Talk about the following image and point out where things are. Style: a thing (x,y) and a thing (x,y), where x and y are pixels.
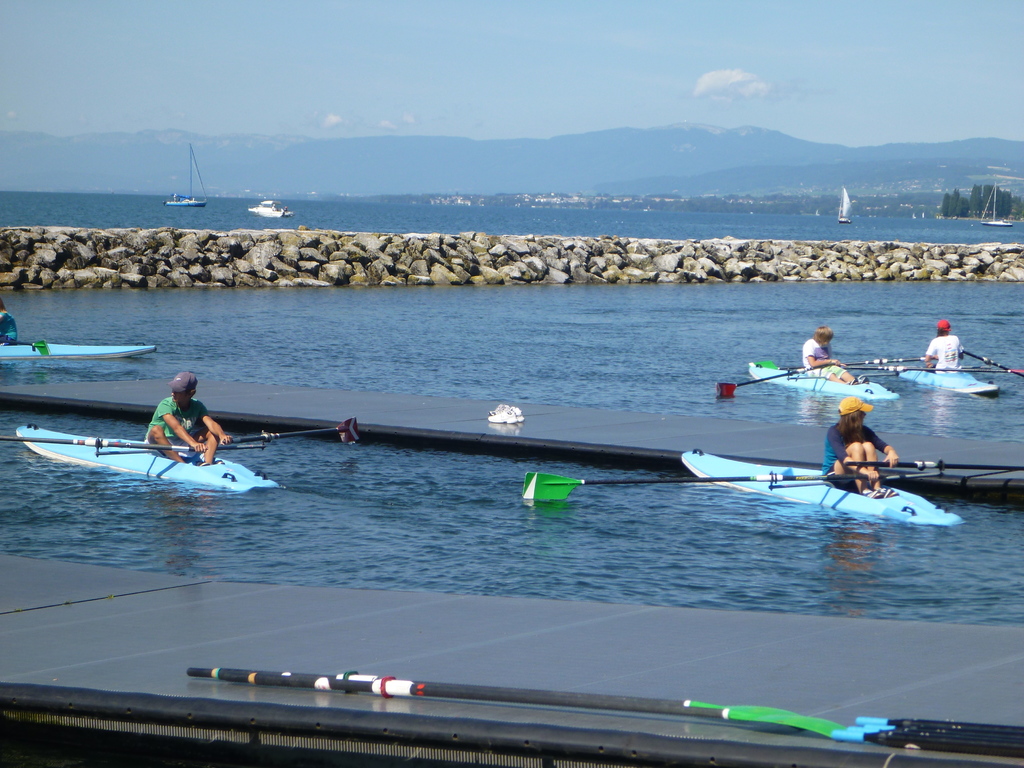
In this picture there are some boys (211,444) sitting in the small boat (138,454) and riding. Behind there is a stones (557,236) and some boats (275,214). In the background (237,182) we can see some mountains (513,182).
